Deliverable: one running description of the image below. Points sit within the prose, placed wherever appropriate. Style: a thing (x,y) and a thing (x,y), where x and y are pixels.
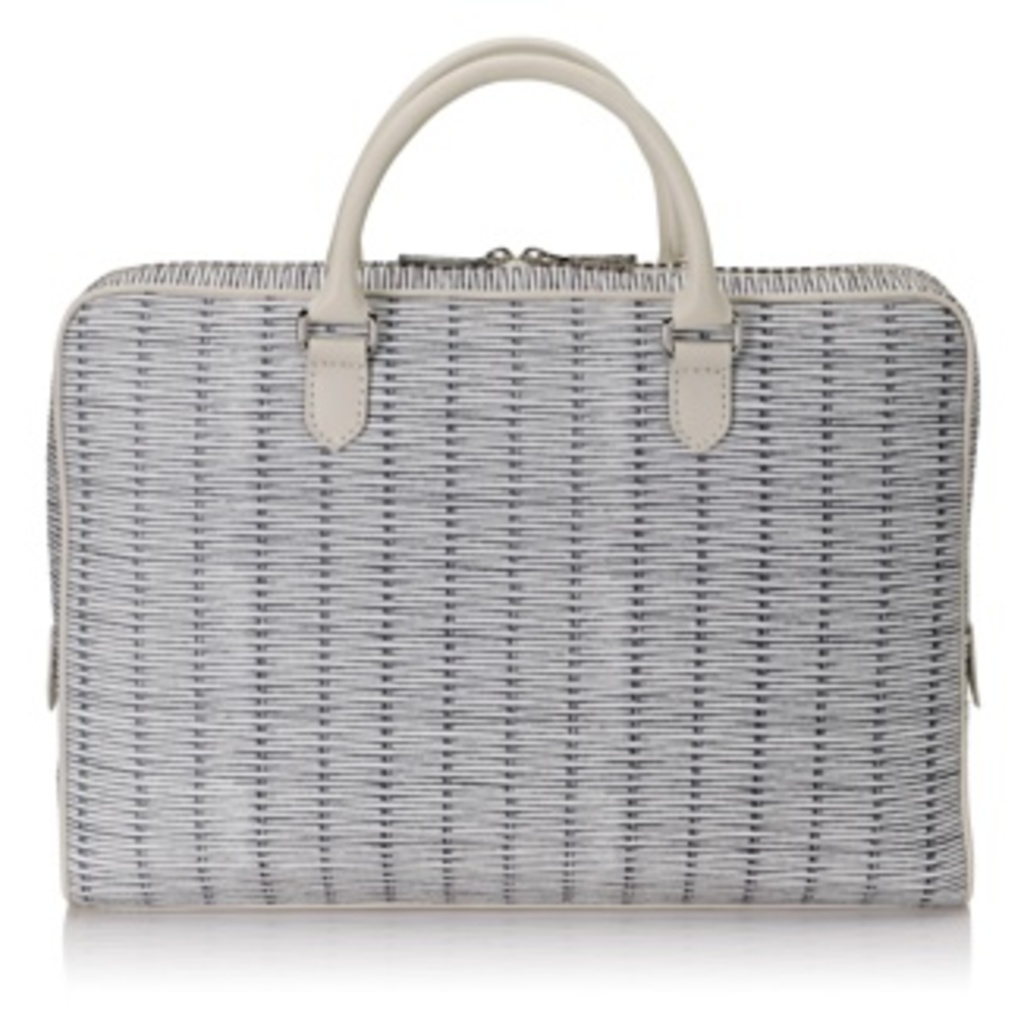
It is the image of a bag (465,409) which is of grey color there are two handles (688,266) of cream color to hold the bag (345,338) in the background (926,236) it is white.
